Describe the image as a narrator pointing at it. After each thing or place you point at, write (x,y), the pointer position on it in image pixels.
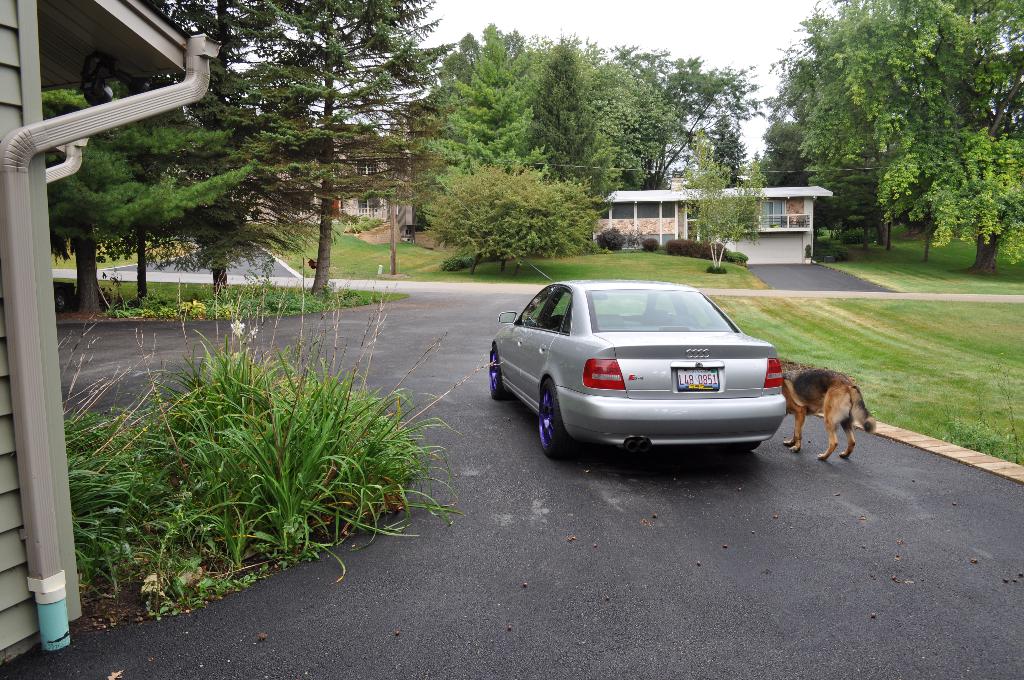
This picture shows the buildings (348,211) and we see trees (620,53) and a car (673,345) on the road (547,568) and we see grass (892,312) on the ground (637,253) and few plants (176,513) and we see a dog (796,436). it is black and brown in color and a cloudy Sky (604,16).
